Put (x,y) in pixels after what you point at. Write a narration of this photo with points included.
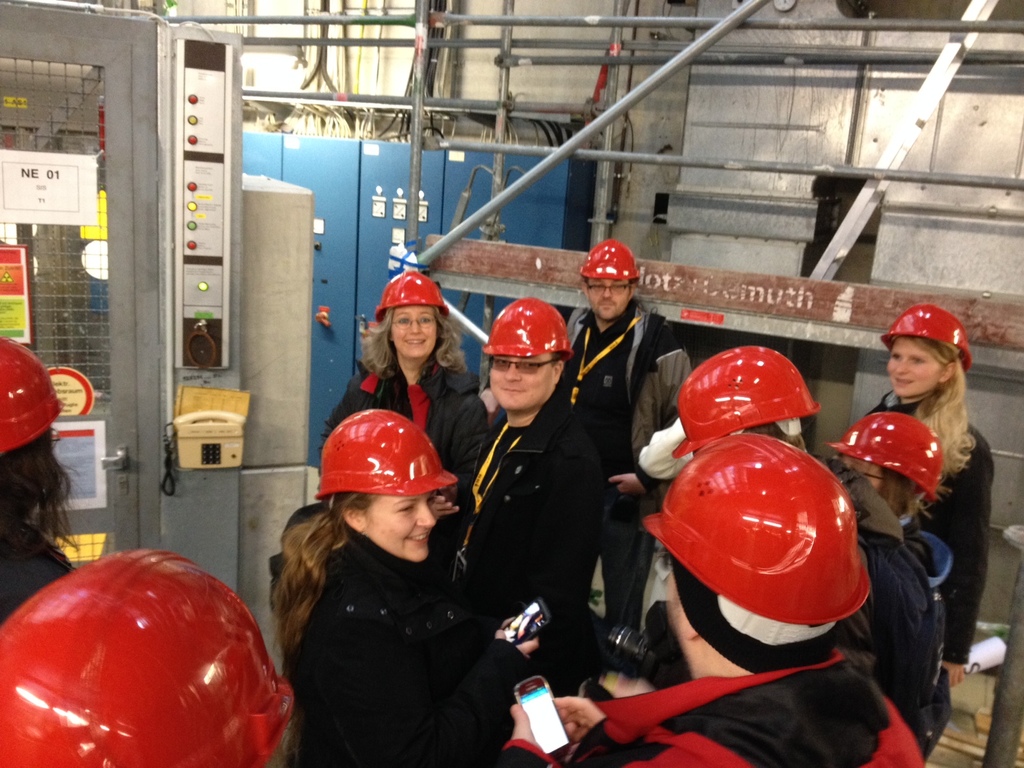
In the picture we can see group of people (457,672) wearing black color jackets (491,496), red color helmets (153,611) standing and we can see some machines (769,128), pipeline (598,148).
